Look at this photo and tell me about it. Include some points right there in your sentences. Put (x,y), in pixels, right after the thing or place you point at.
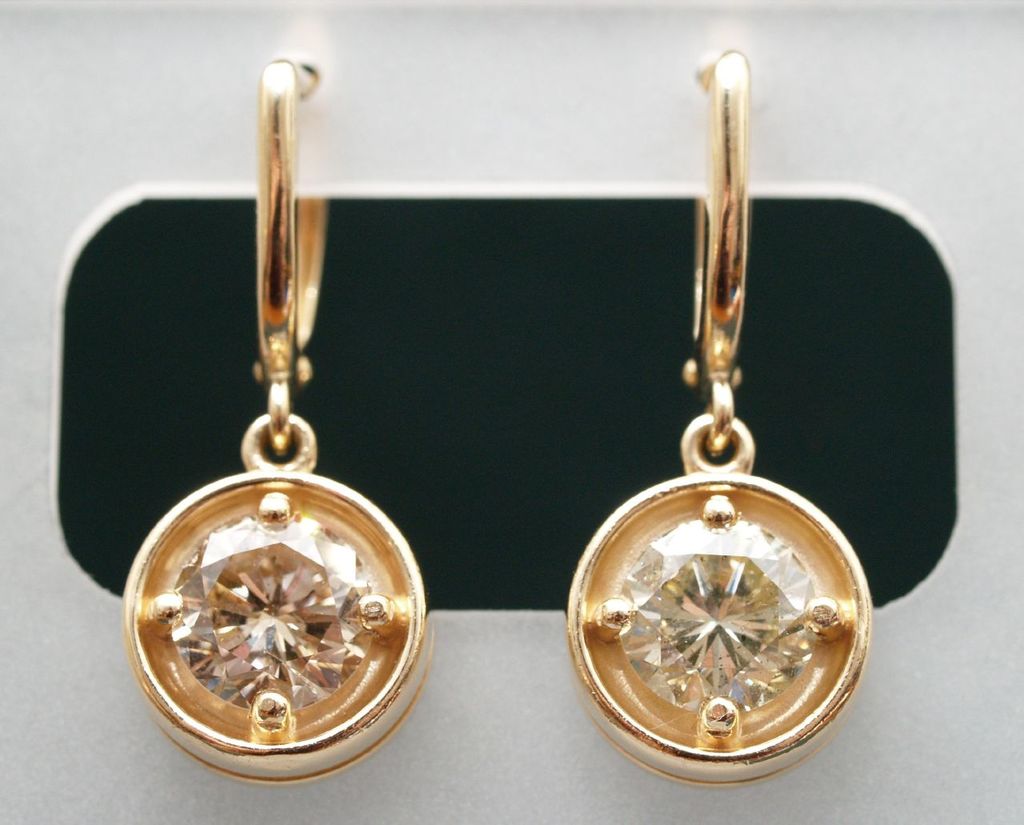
In this image there is a pair of earrings (405,567).
